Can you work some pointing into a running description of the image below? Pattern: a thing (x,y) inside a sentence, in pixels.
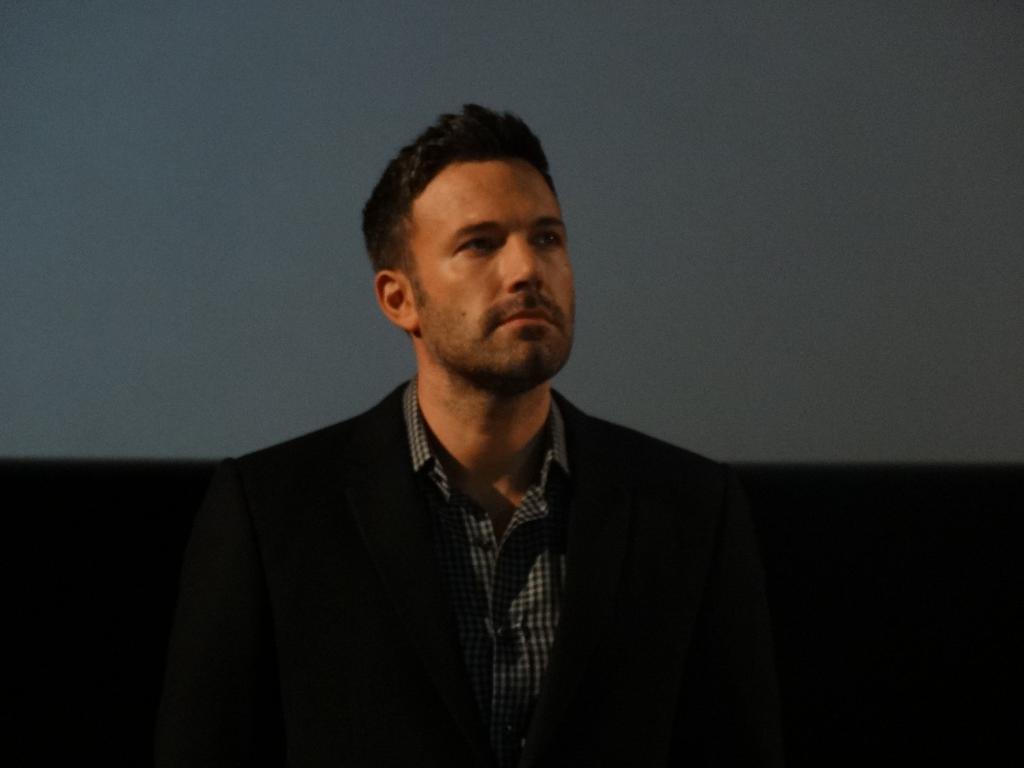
In this image, we can see a person (709,548) wearing clothes (549,564).
